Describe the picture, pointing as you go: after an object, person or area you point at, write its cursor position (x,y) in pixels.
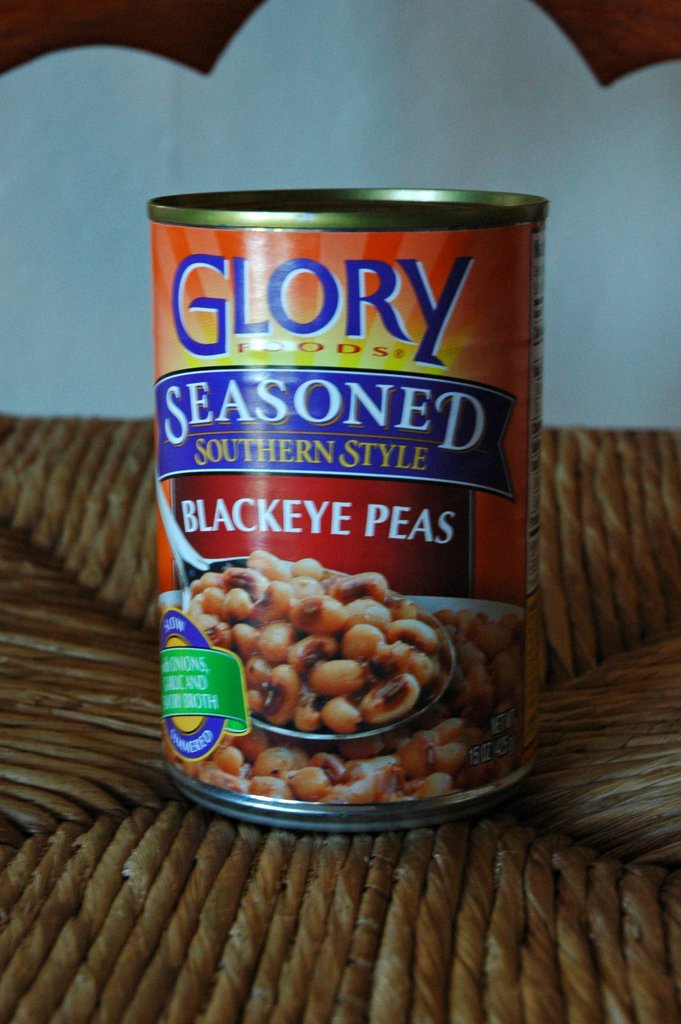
In the center of the image (328,395) we can see a tin (329,454) placed on the chair (346,931).
